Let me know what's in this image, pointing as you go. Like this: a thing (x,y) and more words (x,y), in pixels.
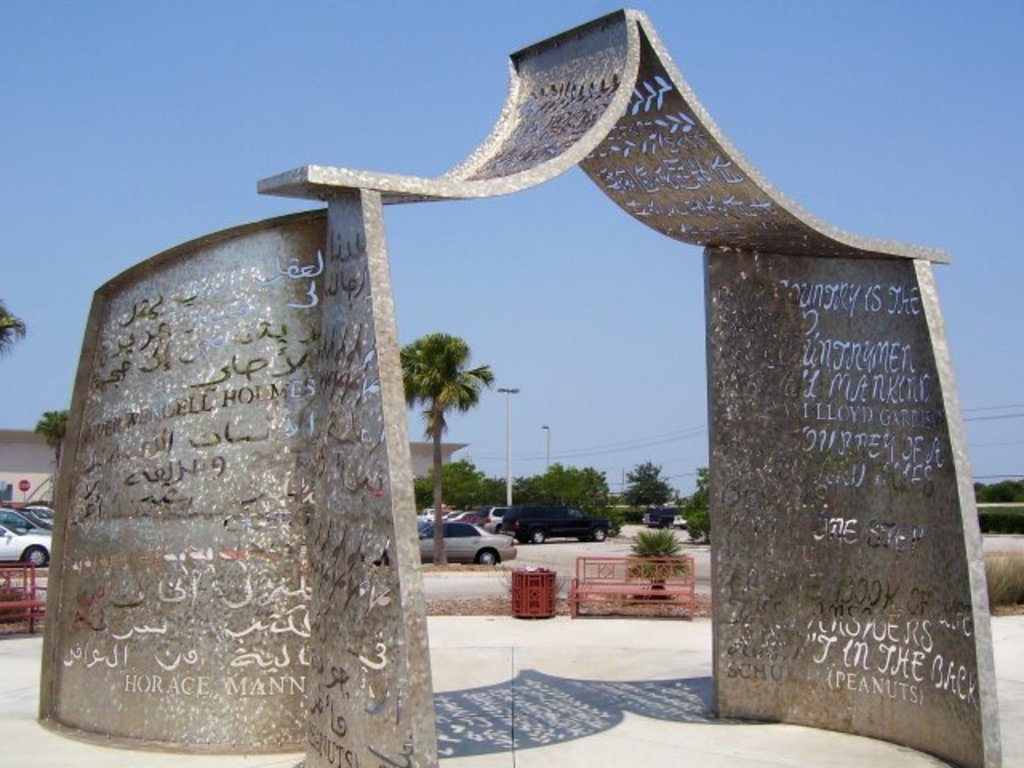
In the center of the image (342,369) there is a sculpture (809,550). In the background (568,413) we can see cars (488,552), building (12,433), trees (534,482), poles (546,457) and sky (498,254).
